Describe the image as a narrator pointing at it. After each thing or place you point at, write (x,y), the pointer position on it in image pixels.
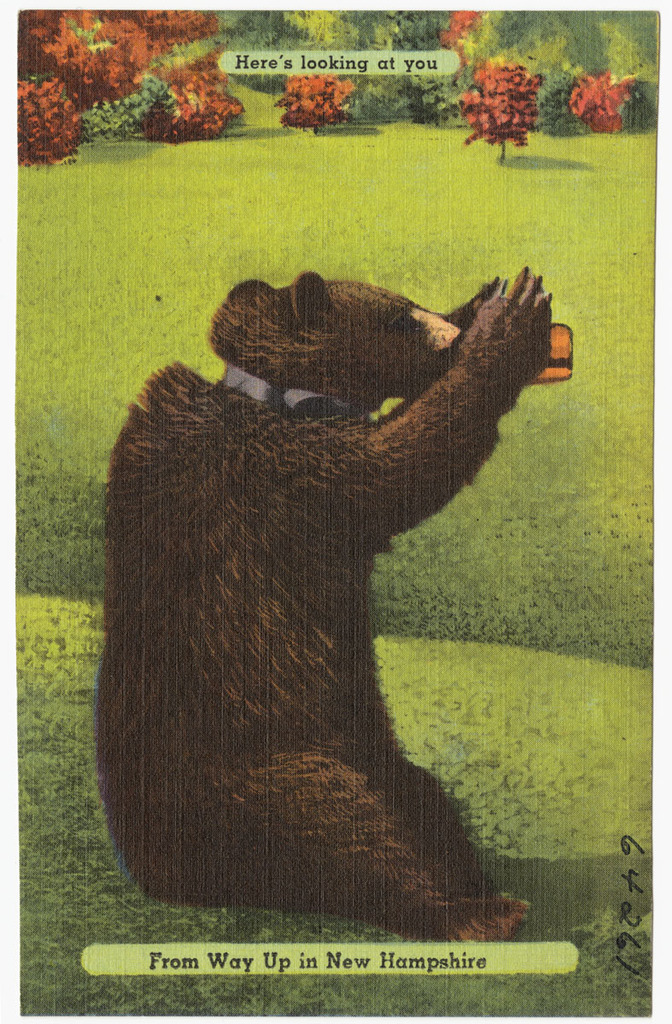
In this image I can see an animal (386,735) which is in brown and black color. In the background (321,118) I can see the plants (470,114) and many trees (481,71). I can see something is written on the image.
